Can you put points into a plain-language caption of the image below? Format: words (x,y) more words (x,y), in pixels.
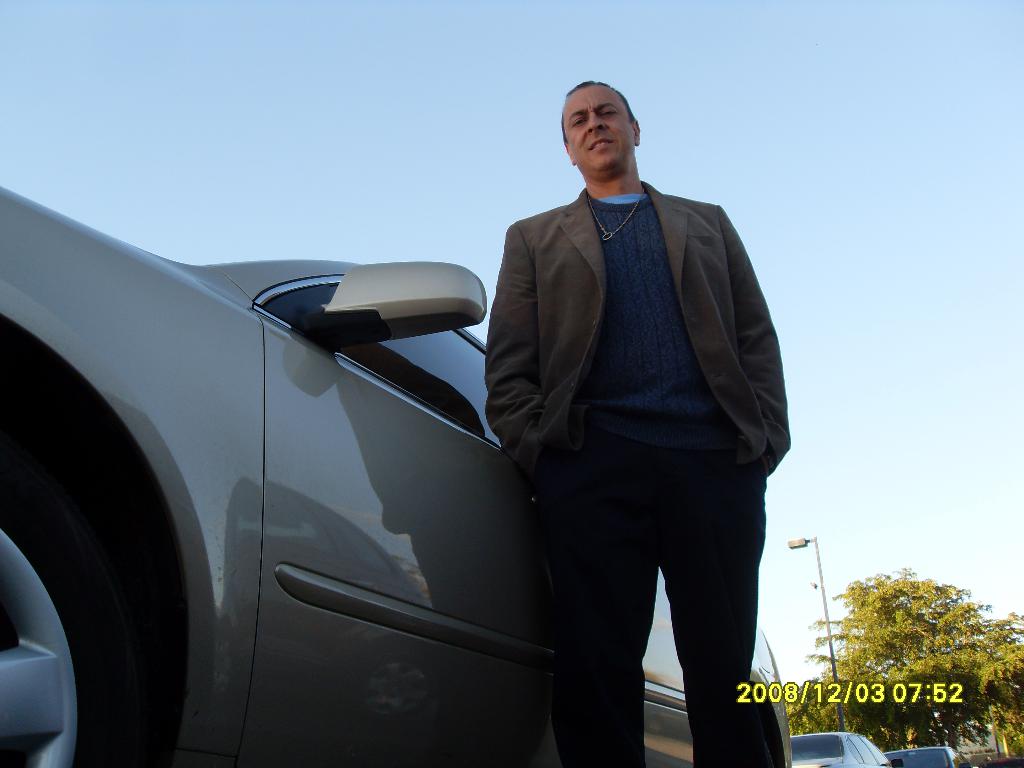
In this image we can see a man (741,259), cars (129,687), pole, light (810,541), and trees (1010,735). In the background (38,184) there is sky (818,352). At the bottom of the image (840,682) we can see something is written on it.
